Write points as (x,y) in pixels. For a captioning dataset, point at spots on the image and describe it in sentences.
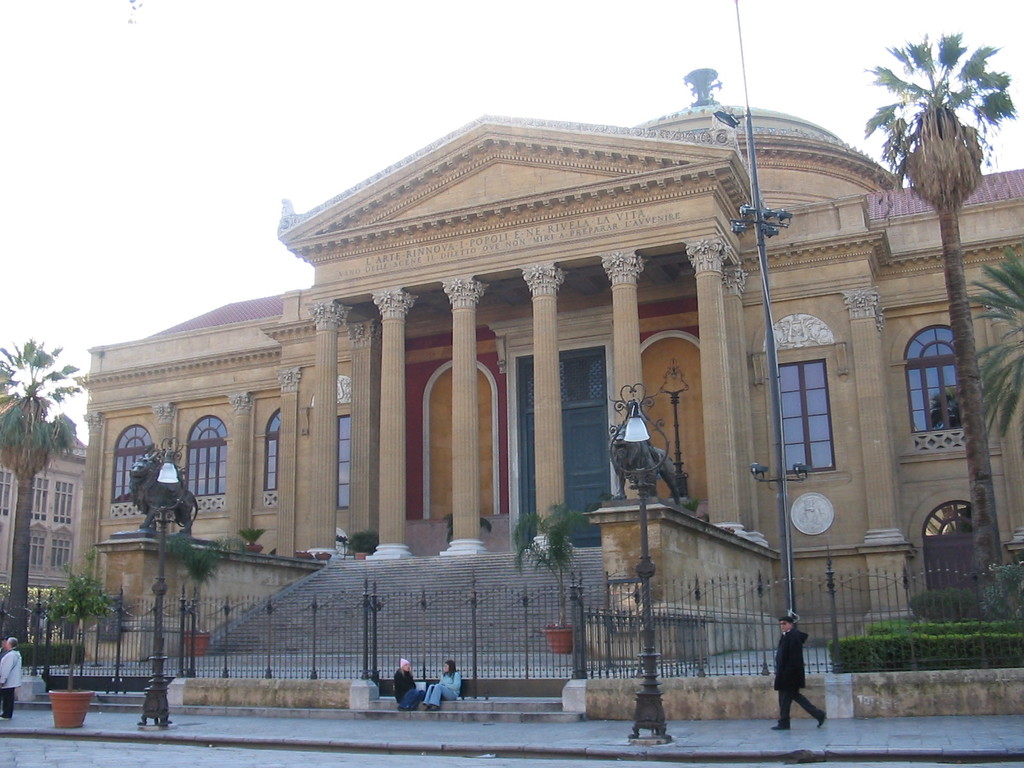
In this picture there is a building (435,346) and there are two lion statues (668,468), trees (24,542) and plants (74,586) on either sides of it and there are few persons (453,683) in front of the building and there is another building (0,540) in the left corner (32,509).
